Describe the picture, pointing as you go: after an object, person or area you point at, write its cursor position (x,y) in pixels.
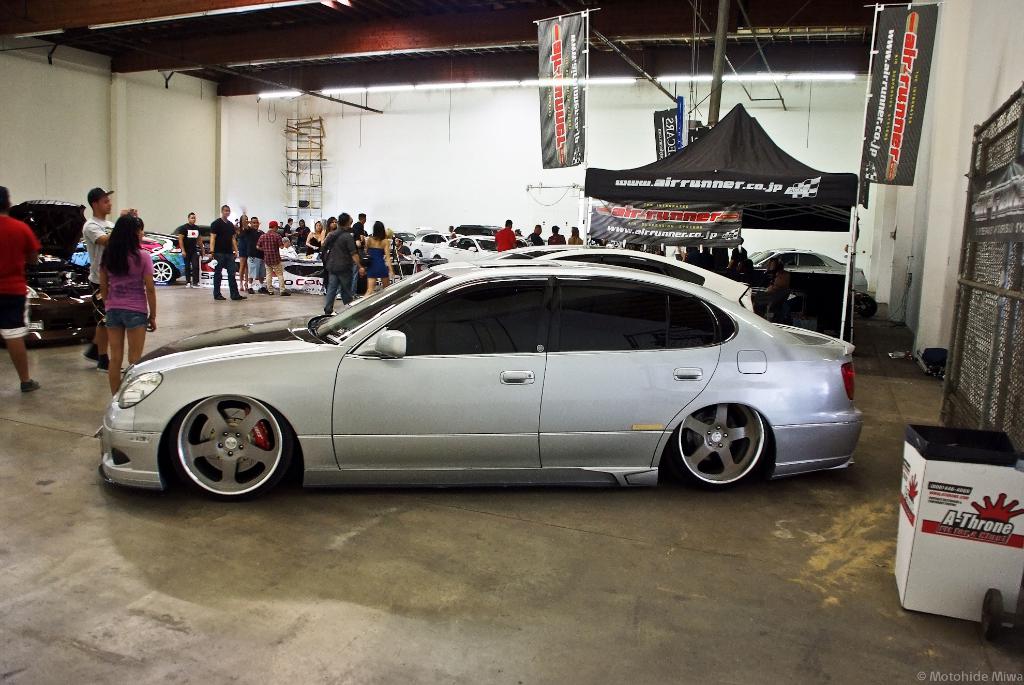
In this image in the center (475,410) there is a car (577,402). In the background (131,283) there are persons (232,251) and there are cars (454,241), there is a tent (778,207) which is black in colour and there are banners (907,108) with some text (698,186) written on it.
